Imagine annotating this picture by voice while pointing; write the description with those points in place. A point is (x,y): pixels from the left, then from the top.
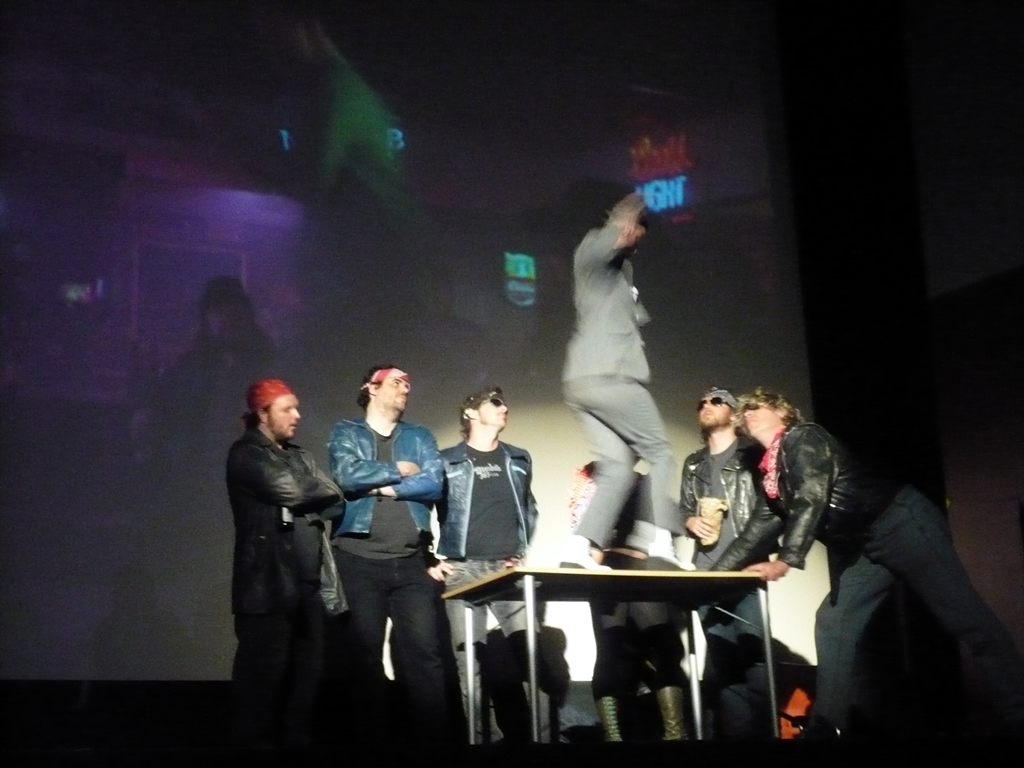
In the image I can see a person (675,559) who is standing on the table (617,582) and also I can see some other people (674,704) around the table (587,579).
